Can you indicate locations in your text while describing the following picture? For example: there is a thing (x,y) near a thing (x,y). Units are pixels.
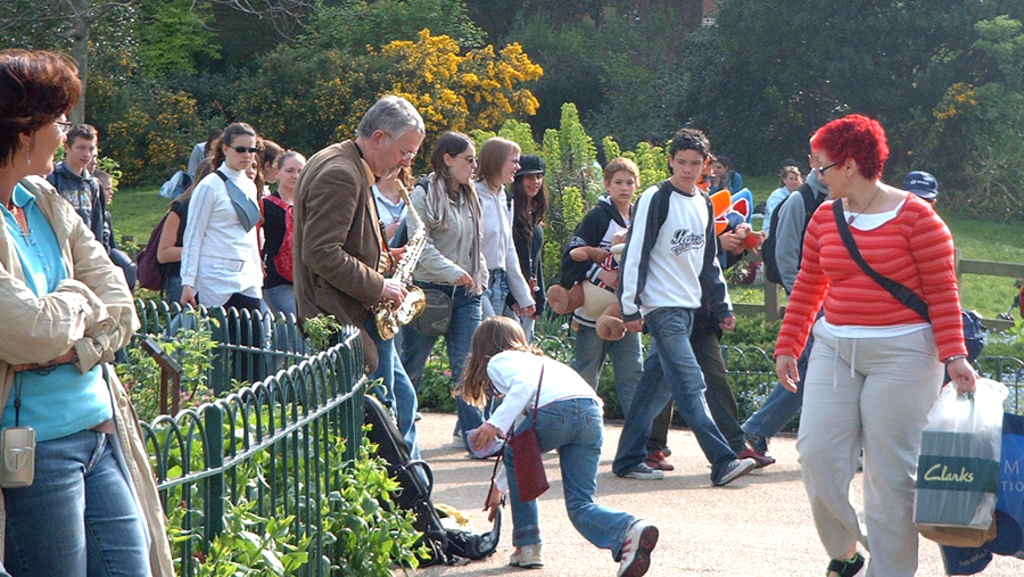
In this image there are a group of people (104,436) who are walking, and also there are some plants (138,370). On the left side (278,340) there is a railing (206,471) and some plants (366,460), in the center (522,379) there is one girl (492,331) who is holding something and she is bending and beside her there is one person (399,373) who is holding a saxophone (412,246). And in the background (179,143) there are some trees (658,106), flowers (530,76), plants (754,144) and some grass (754,186). At the bottom (545,539) there is a walkway (687,521).
